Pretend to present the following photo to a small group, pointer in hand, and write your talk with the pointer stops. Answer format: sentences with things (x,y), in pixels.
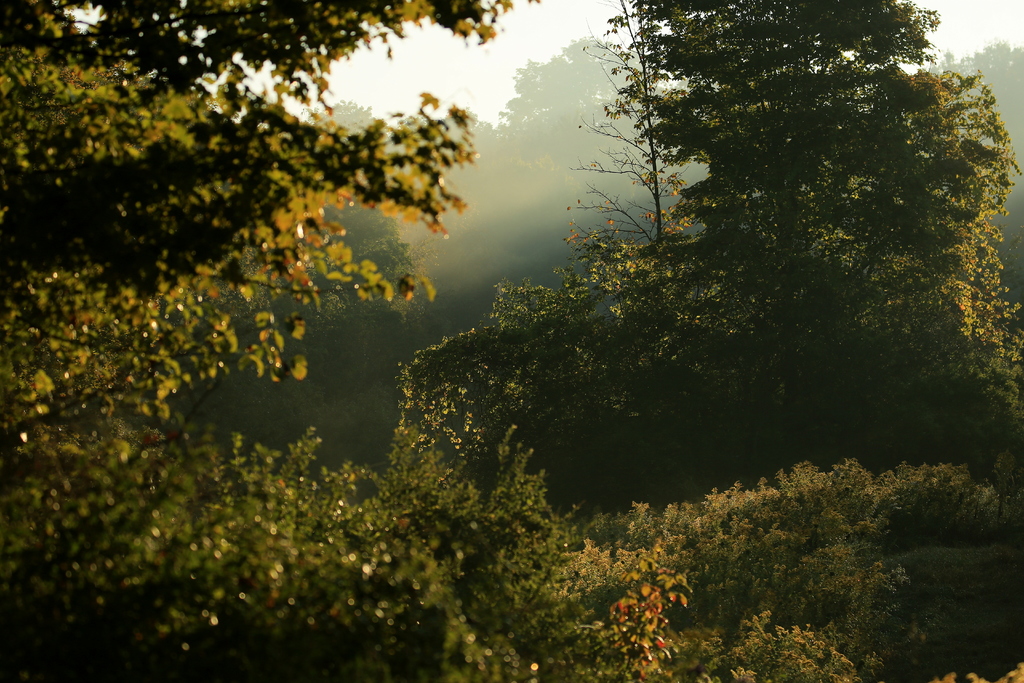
In the picture we can see some trees (519,325) and in the background of the picture (609,9) there is clear sky (576,38).
